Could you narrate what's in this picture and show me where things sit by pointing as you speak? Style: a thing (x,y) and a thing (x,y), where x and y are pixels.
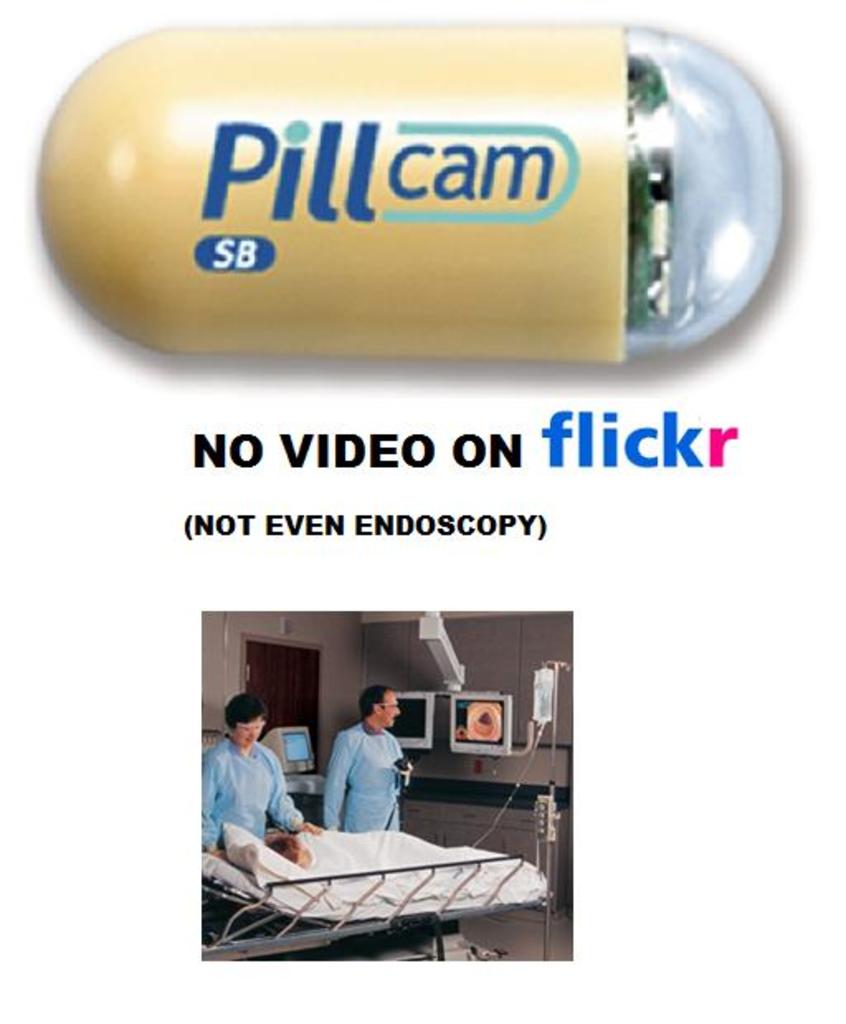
In this image, we can see an edited picture. It looks like an advertisement. Here at the bottom (483,861), a person (297,860) is lying on the bed (431,891). Few people (239,791) are standing near the bed (349,865). Here we can see few monitors (504,722), stand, cupboards (419,809), wall (350,702), door (263,694).
